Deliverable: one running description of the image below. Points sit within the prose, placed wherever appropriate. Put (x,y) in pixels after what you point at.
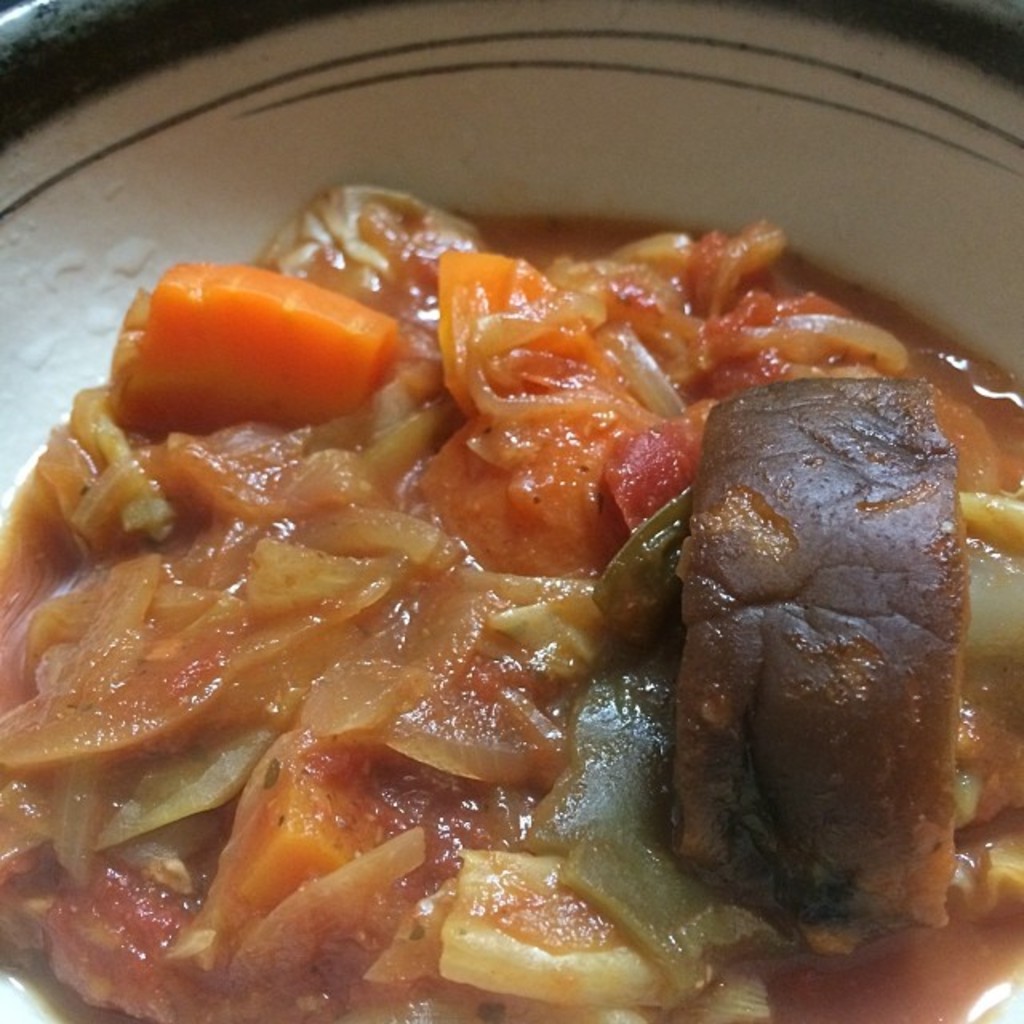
This is a zoomed in picture. In the center (395,416) we can see a white color object (434,139) containing some food item (455,548).
